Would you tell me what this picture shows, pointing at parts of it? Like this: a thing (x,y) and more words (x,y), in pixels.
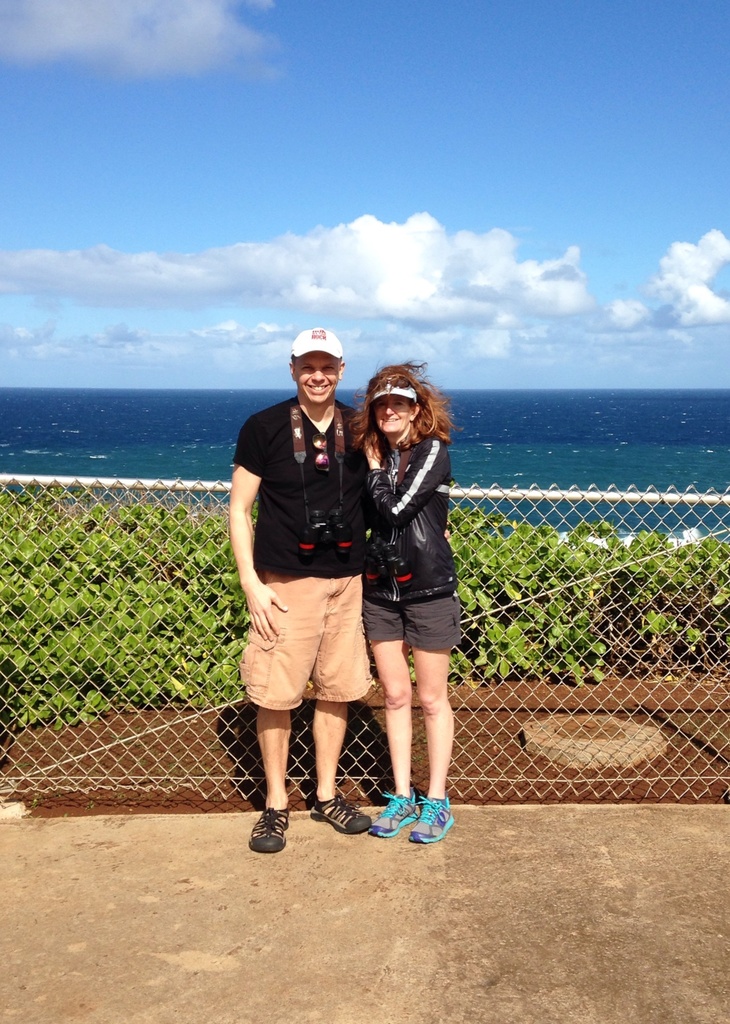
This picture shows a man (343,504) and woman (377,475) standing they wore caps (306,341) on their heads (333,367) and we see a metal fence (499,498) and water (695,477). We see a blue cloudy sky (469,69) and plants (523,526).
